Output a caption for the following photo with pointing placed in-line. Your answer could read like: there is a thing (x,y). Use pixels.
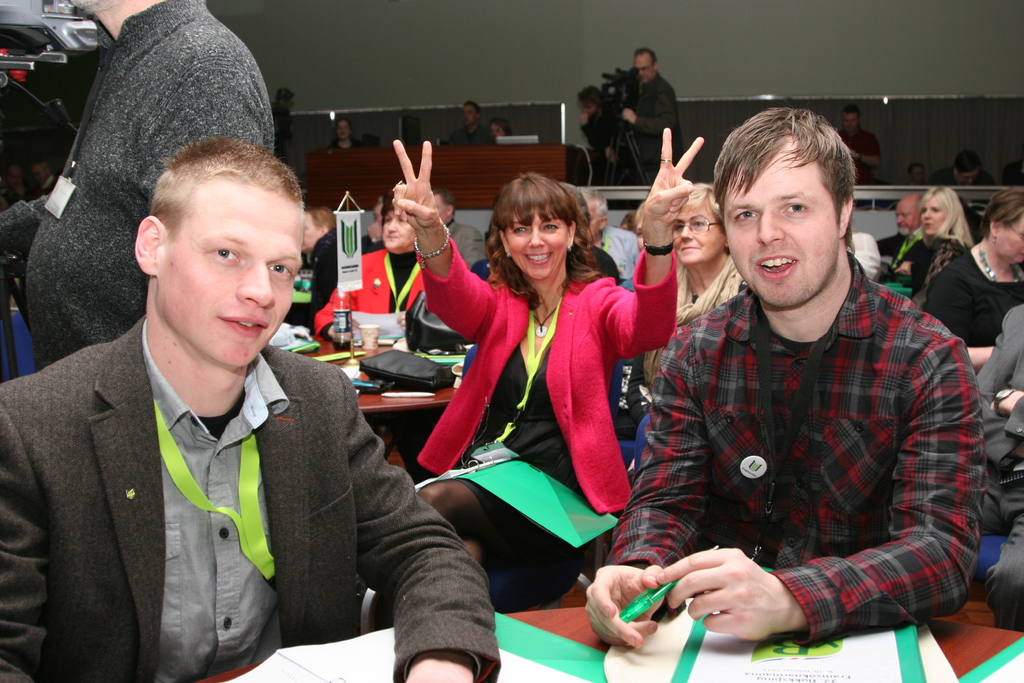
In this image I can see few persons (748,309) sitting. I can see few objects (433,393) on the table (436,394). On the left side (118,190) I can see a person (95,141) standing. In the background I can see a person (660,127) holding a camera (605,89).
